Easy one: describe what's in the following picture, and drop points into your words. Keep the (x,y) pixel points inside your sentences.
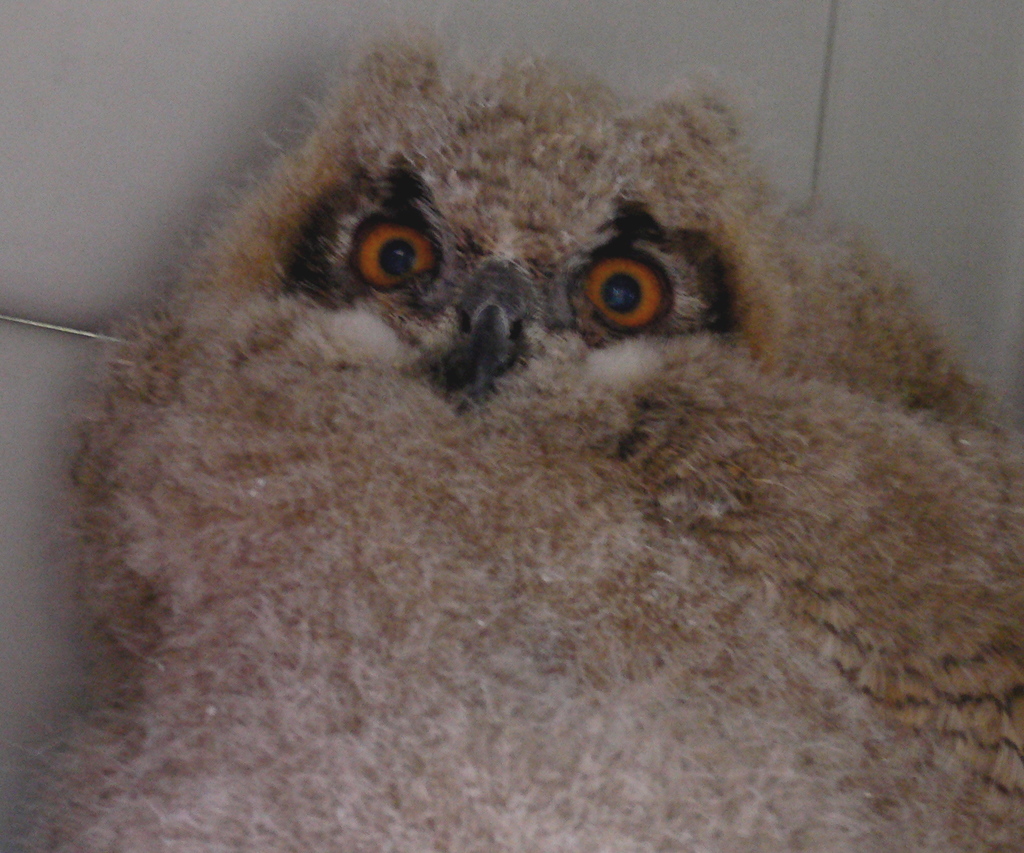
In this picture there is a light brown color owl (600,416). At the back (606,74) there is a white color background (856,16).
